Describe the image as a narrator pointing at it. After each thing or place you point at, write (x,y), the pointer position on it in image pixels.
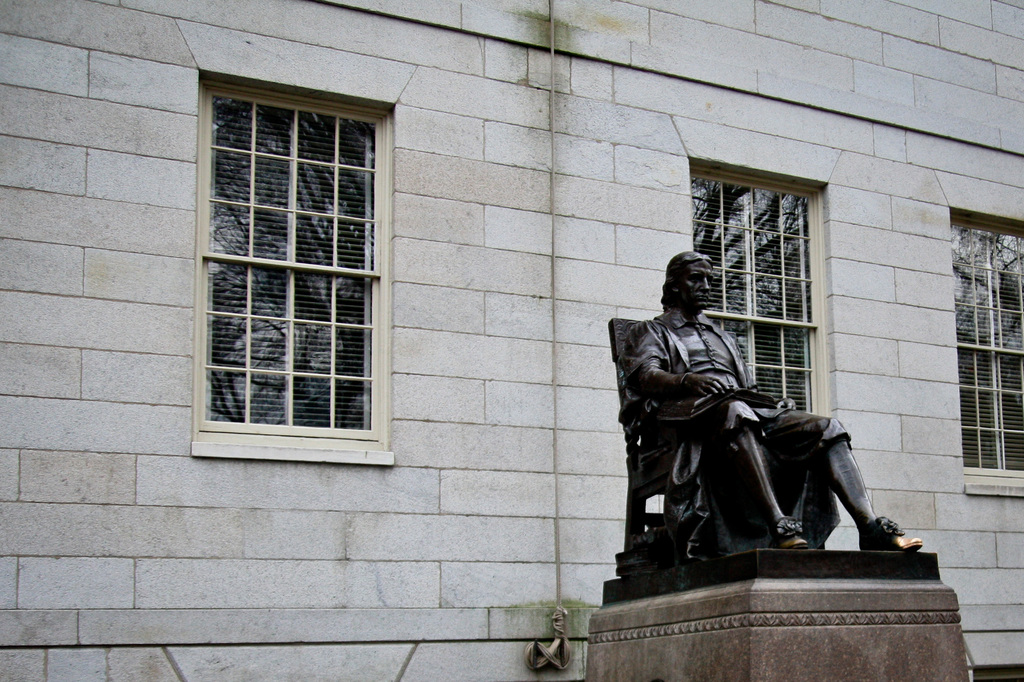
In this picture we can see a statue (777,521) of a person (654,389) sitting on a chair (669,555), windows (1001,372) and in the background (234,76) we can see the wall (376,57).
